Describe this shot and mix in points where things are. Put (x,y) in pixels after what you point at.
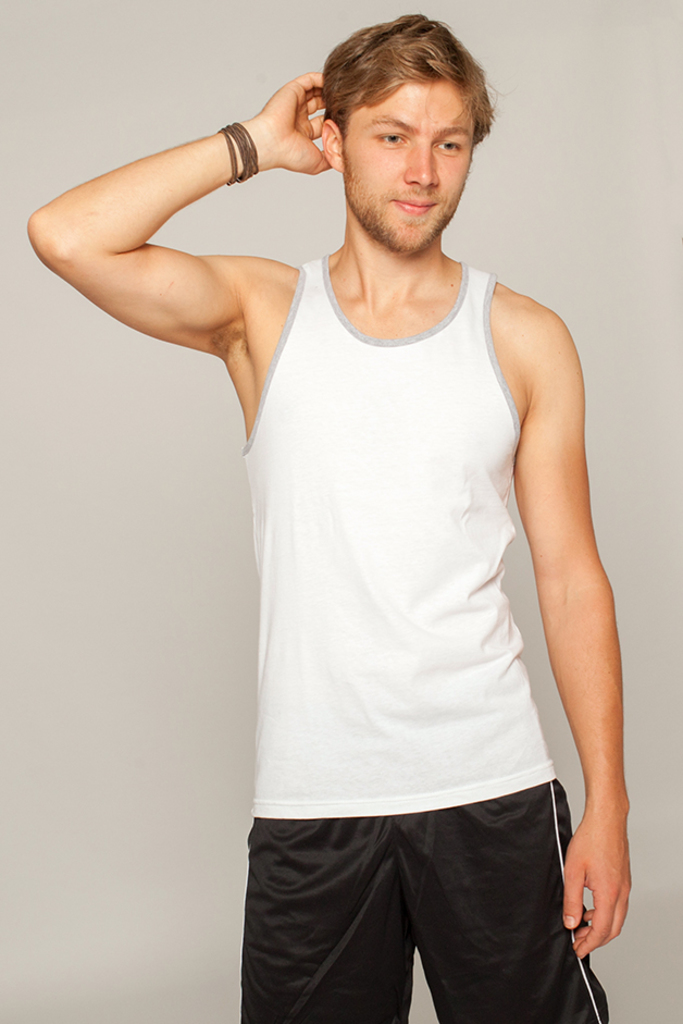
In the image we can see a man (336,624) standing, wearing clothes (348,769). This is a hand band (245,178) and the man (339,259) is smiling.
